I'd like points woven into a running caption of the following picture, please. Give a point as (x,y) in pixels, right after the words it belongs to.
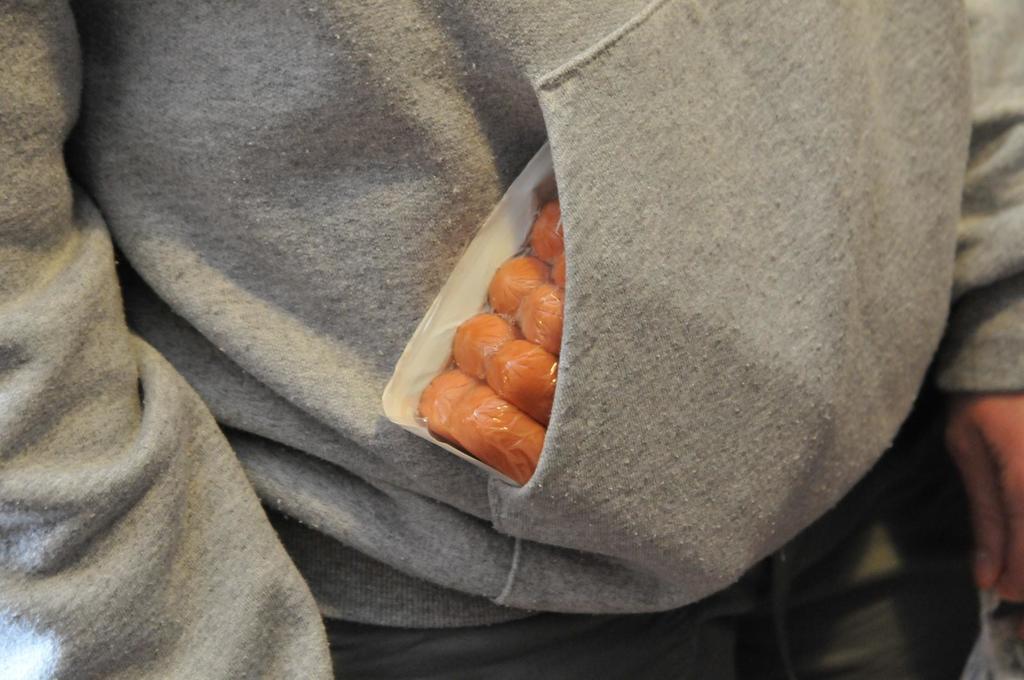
In the image we can see a person (905,408) wearing clothes (439,475), this is a food item (514,392).
